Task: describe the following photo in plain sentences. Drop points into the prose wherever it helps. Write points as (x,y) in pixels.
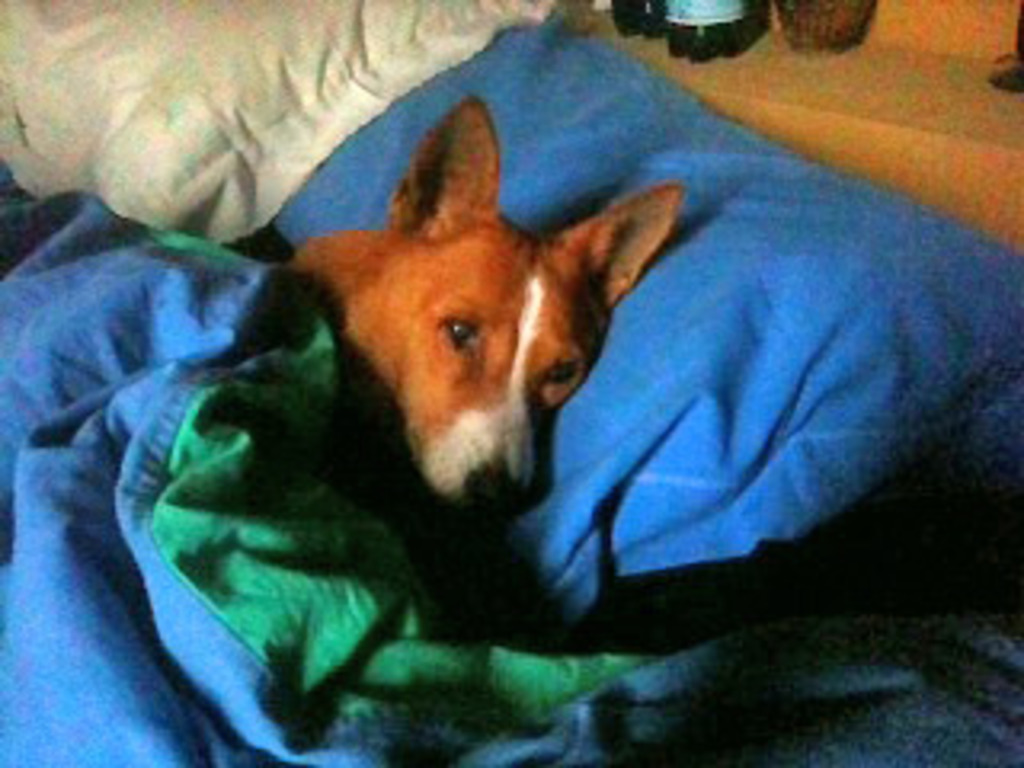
In this image we can see a dog (401,367) lying on the pillow (619,322) covered with a blanket (290,448).
